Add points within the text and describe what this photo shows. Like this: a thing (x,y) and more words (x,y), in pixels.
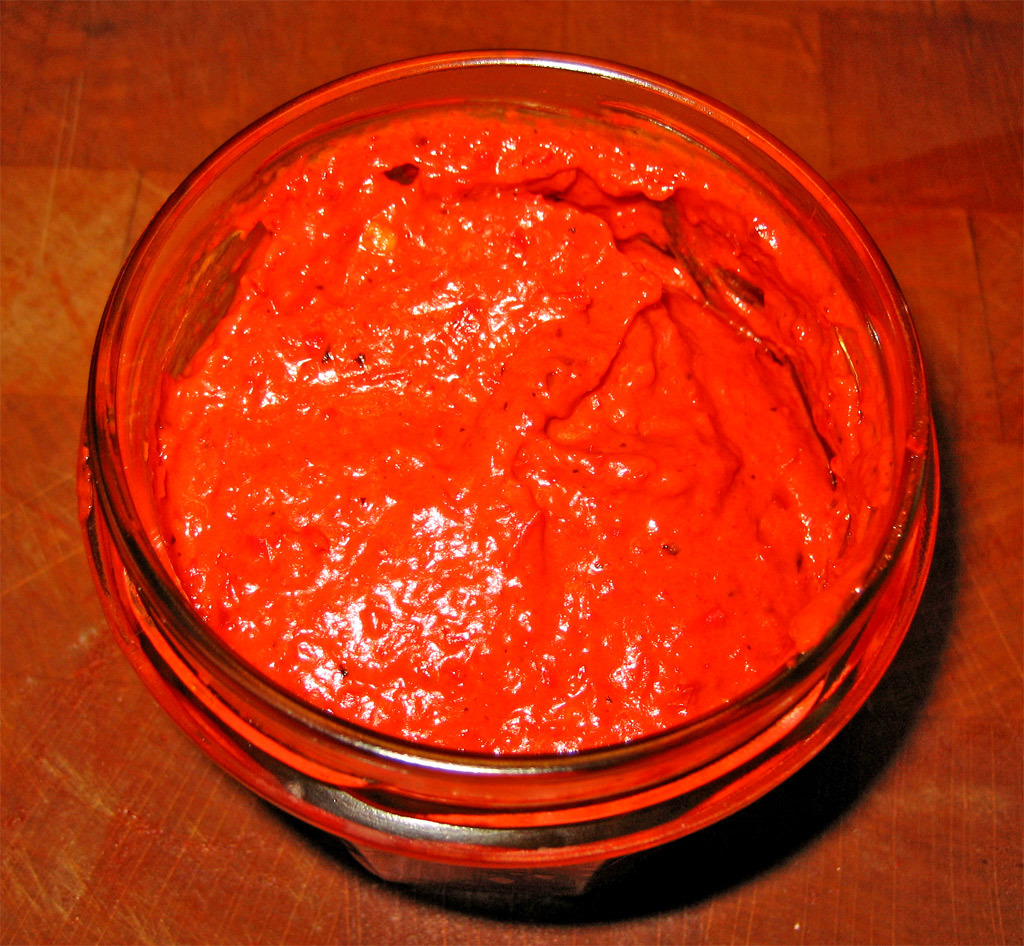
In this image we can see the container (825,644) filled with semi-solid substance (651,608) placed on the wooden surface (72,78).
